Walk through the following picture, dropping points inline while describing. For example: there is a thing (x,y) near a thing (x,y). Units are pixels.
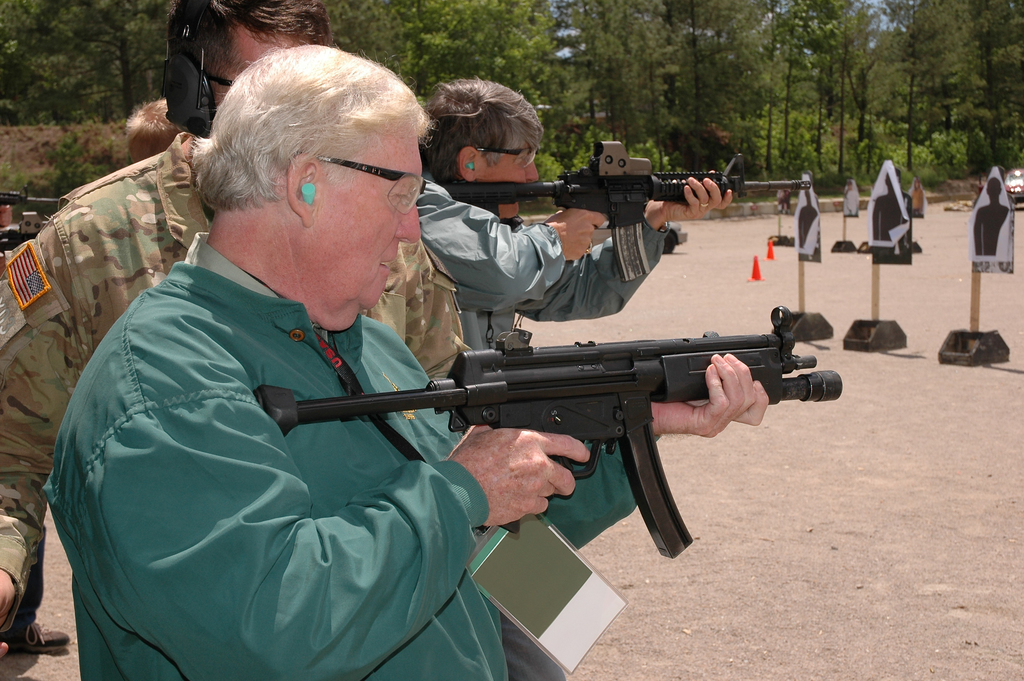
In this image we can see some group of persons (266,255) wearing jackets (309,346) and camouflage dress (53,233), people (326,372) wearing jackets (367,428) holding weapons (475,373) in their hands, on right side of the image (868,234) there is shooting target (985,202) and in the background of the image (143,70) there are some trees (143,70).
